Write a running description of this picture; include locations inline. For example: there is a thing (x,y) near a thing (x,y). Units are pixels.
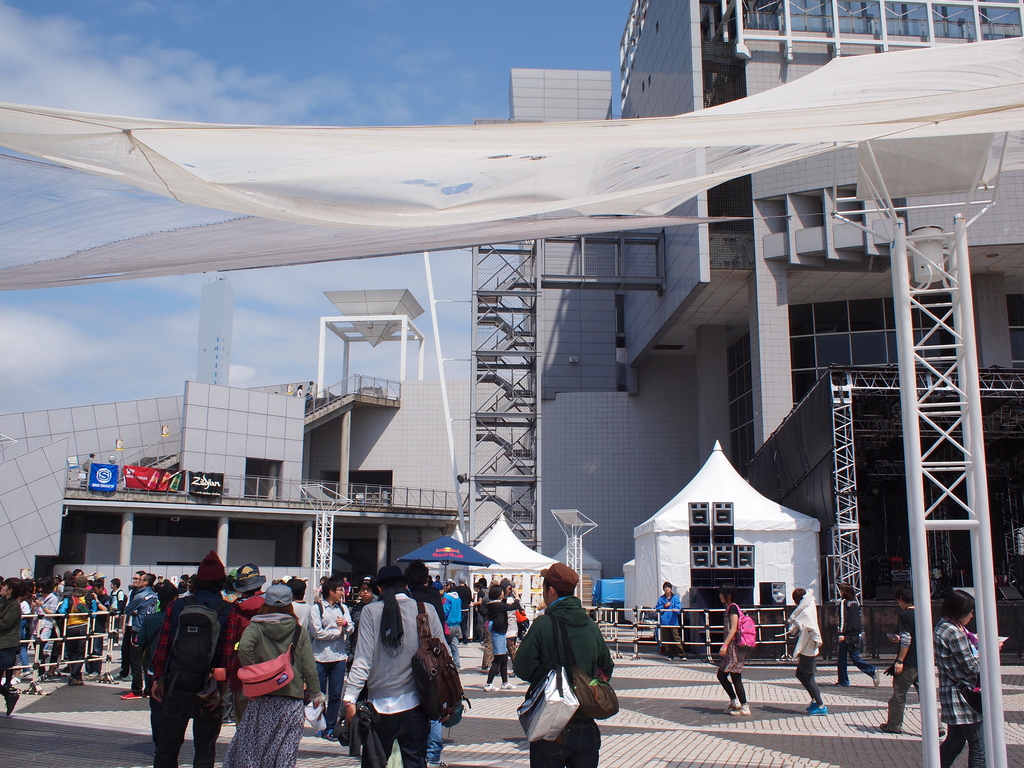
In this image I can see the group of people (307,604) with different color dresses (340,646) and few people (405,690) with the bags (453,690). I can see few tents (508,575), building (572,328) and the boards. In the background (101,319) I can see the clouds (274,336) and the sky (387,23).
